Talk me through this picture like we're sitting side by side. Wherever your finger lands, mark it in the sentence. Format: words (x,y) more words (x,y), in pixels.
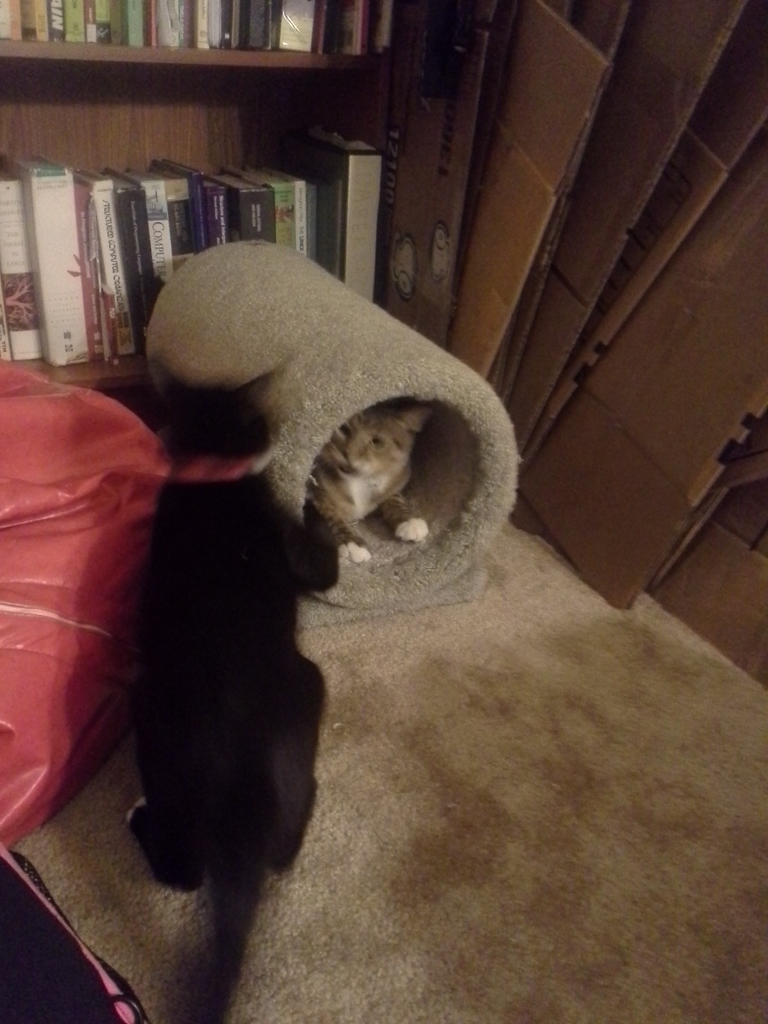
In this image we can see a cat (396,507) on a carpet (392,552). We can also see a bag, some boards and a cat (300,813) on the floor (476,822). On the backside (107,257) we can see a group of books (2,348) which are placed in the shelves (114,382).
